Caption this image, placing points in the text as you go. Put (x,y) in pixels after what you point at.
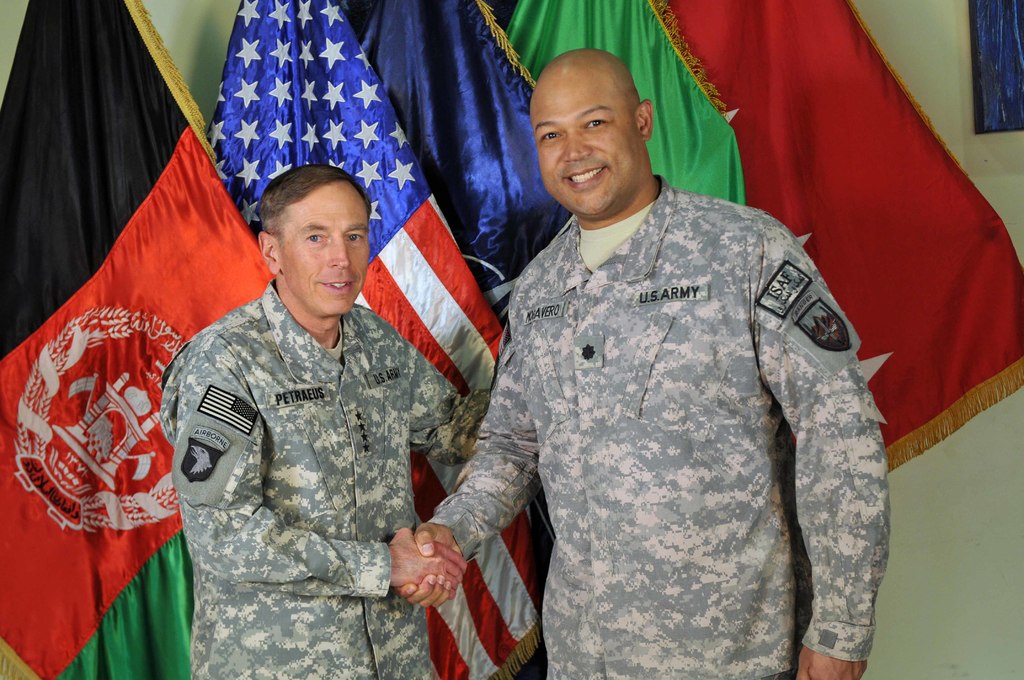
This picture is clicked inside. In the foreground (594,430) we can see the two persons (344,431) wearing uniforms (637,353), smiling, shaking hands (416,581) and standing on the ground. In the background (859,252) we can see the flags (263,136) of different colors and we can see the wall (959,140).
